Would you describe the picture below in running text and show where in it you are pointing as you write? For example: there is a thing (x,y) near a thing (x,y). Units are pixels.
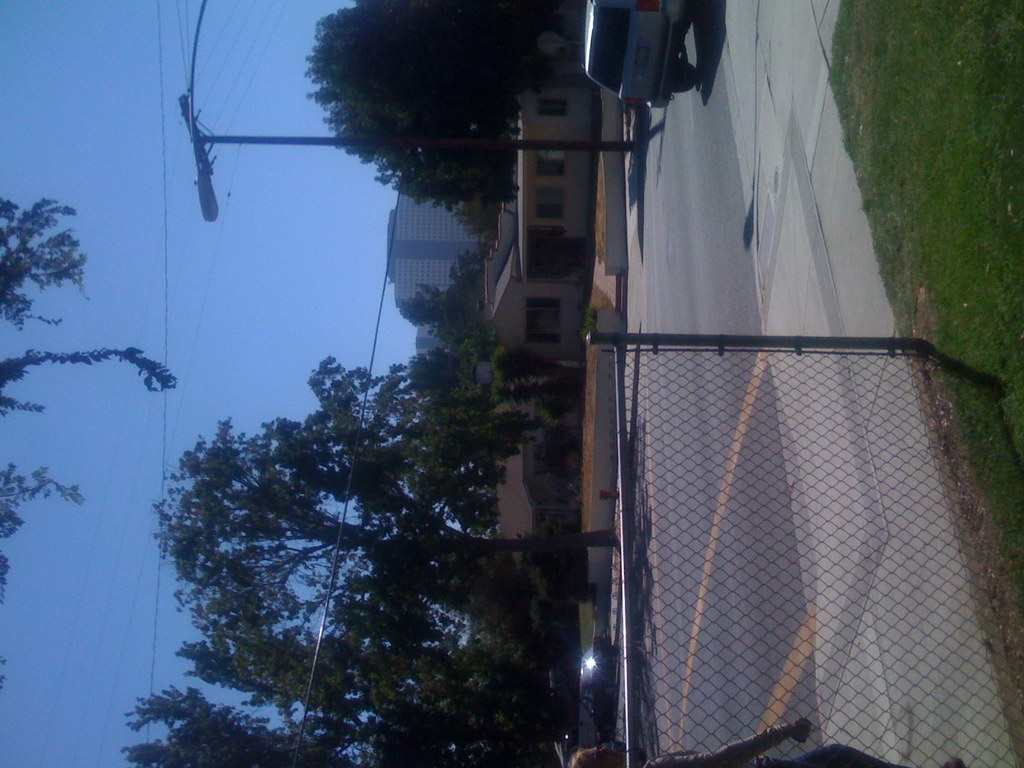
In front of the image there is a person (783,733) walking on the pavement (831,691), beside the pavement (809,432) there is a mesh fence (711,461) with metal rods (626,753), there is grass (874,168) on the surface (862,141), there are cars (656,43) passing on the road (690,198). In the background of the image (563,651) there are lamp posts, trees (439,196), buildings (431,273) and electrical cables (165,356) on top the poles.
